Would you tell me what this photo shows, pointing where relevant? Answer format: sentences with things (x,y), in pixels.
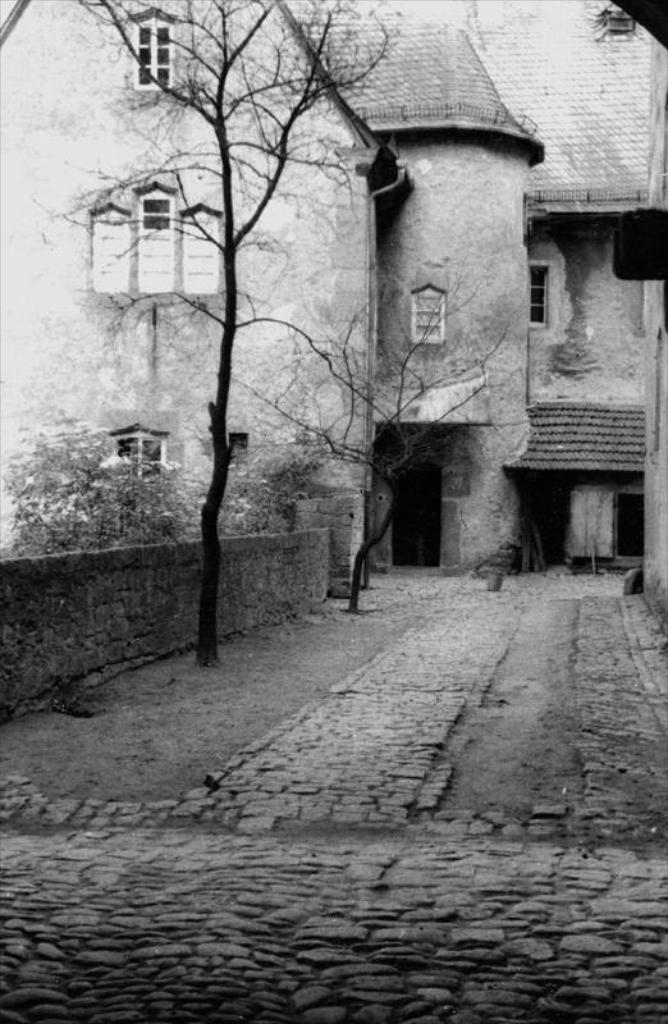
In this black and white image there is a building (296,275), in front of the building (274,298) there are trees (360,557).
